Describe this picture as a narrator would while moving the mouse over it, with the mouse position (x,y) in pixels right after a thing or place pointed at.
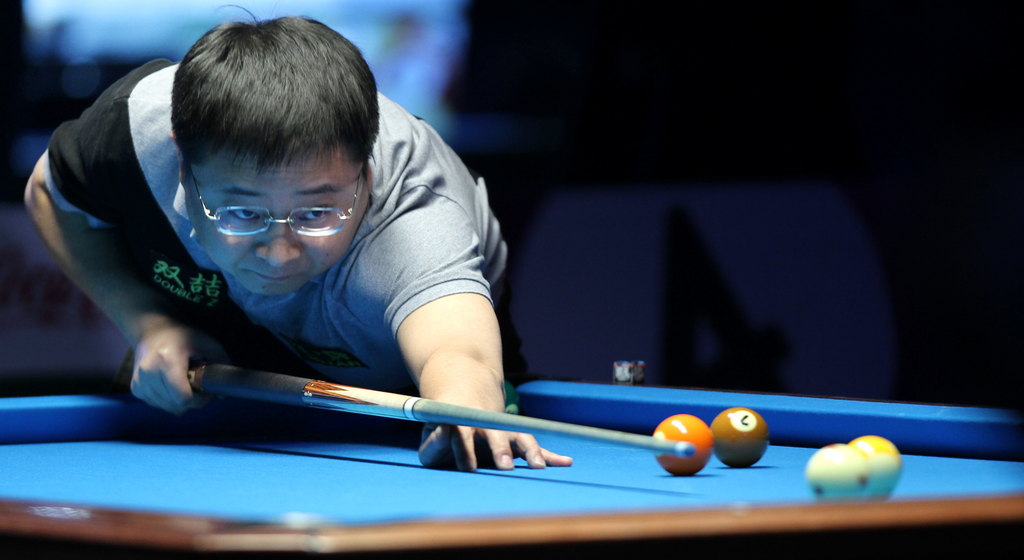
In this image we can see a person (478,371) holding a stick (629,443) playing pool. We can also see some balls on the table (405,483).
